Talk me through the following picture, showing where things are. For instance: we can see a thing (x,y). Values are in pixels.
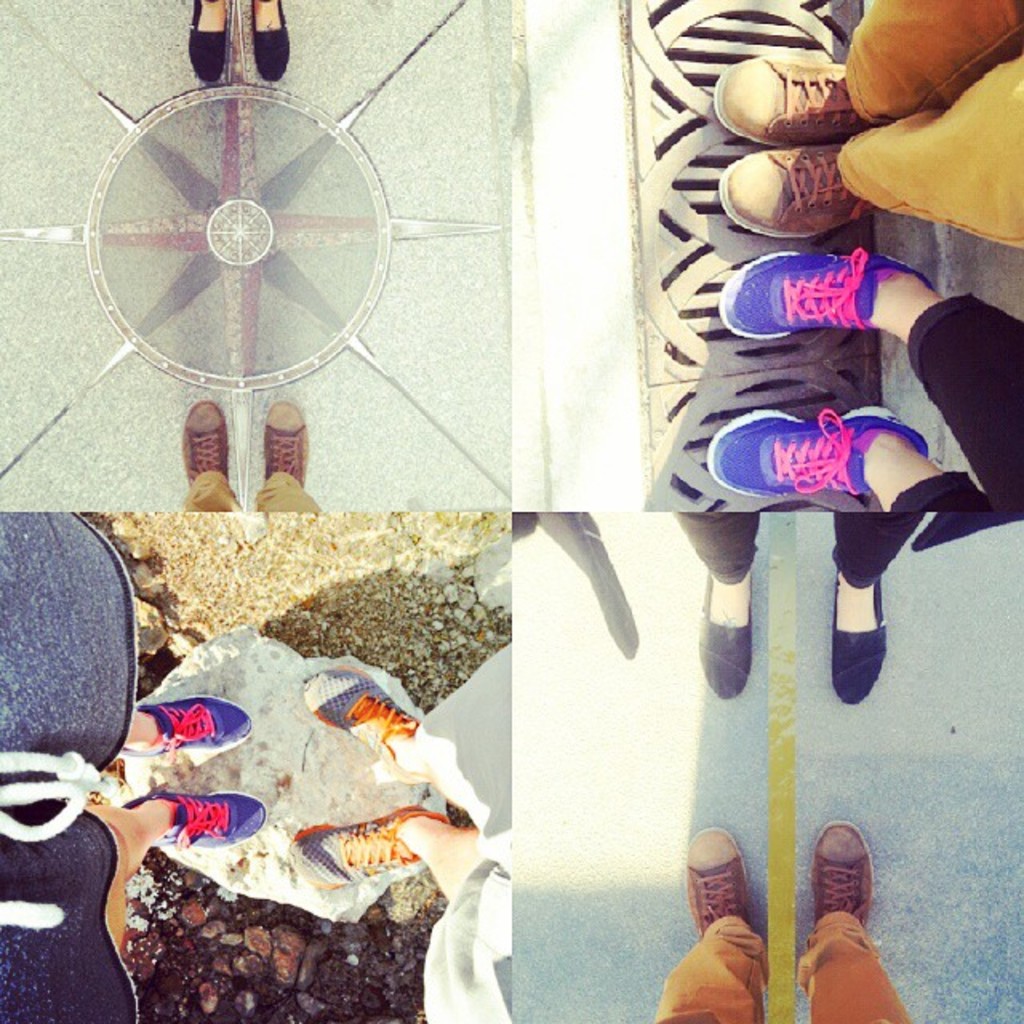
This is a collage image, we can see there are people legs (268,480).
